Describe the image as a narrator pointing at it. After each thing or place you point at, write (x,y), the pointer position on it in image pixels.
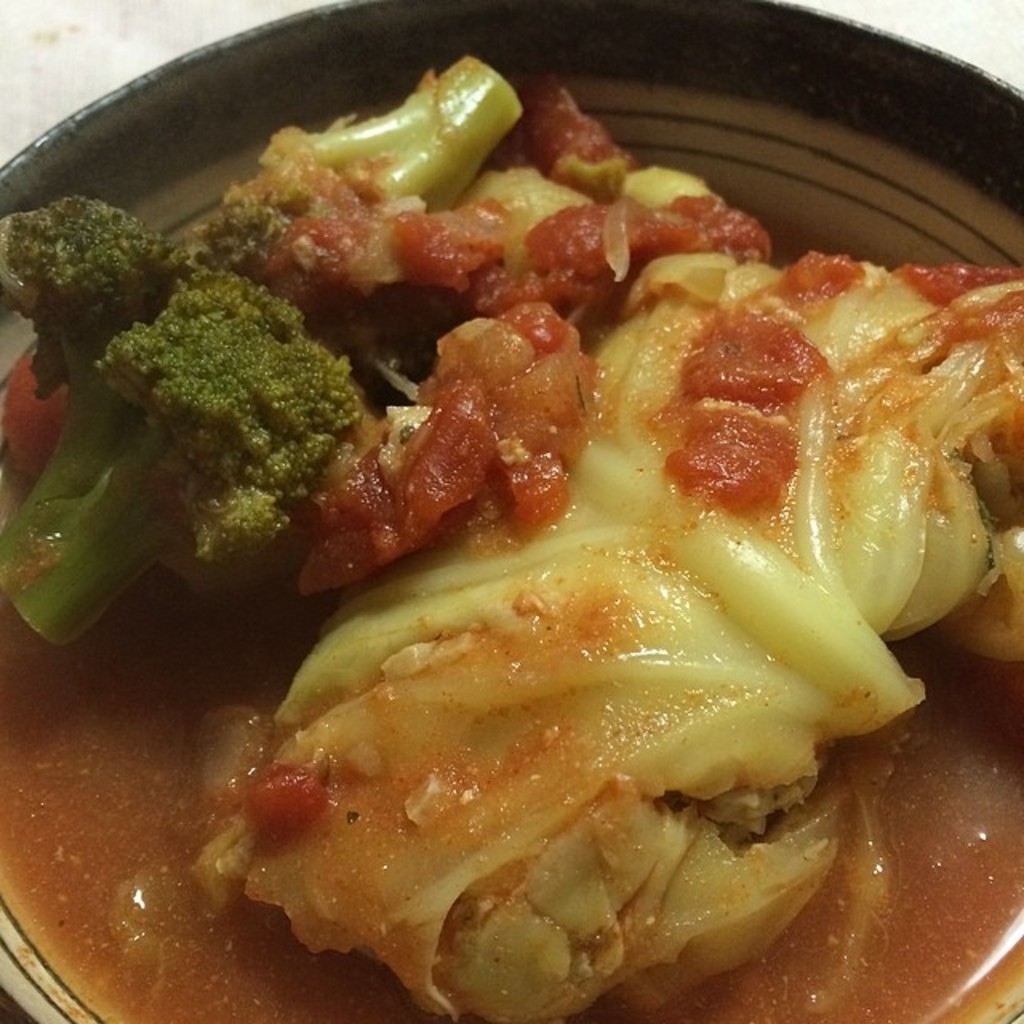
This is a zoomed in picture. In the center (455,417) there is an object (879,85) seems to be the bowl (118,167) containing the sliced broccoli (148,434) and some food items (511,638). In the background (978,40) we can see some other object (46,44).
